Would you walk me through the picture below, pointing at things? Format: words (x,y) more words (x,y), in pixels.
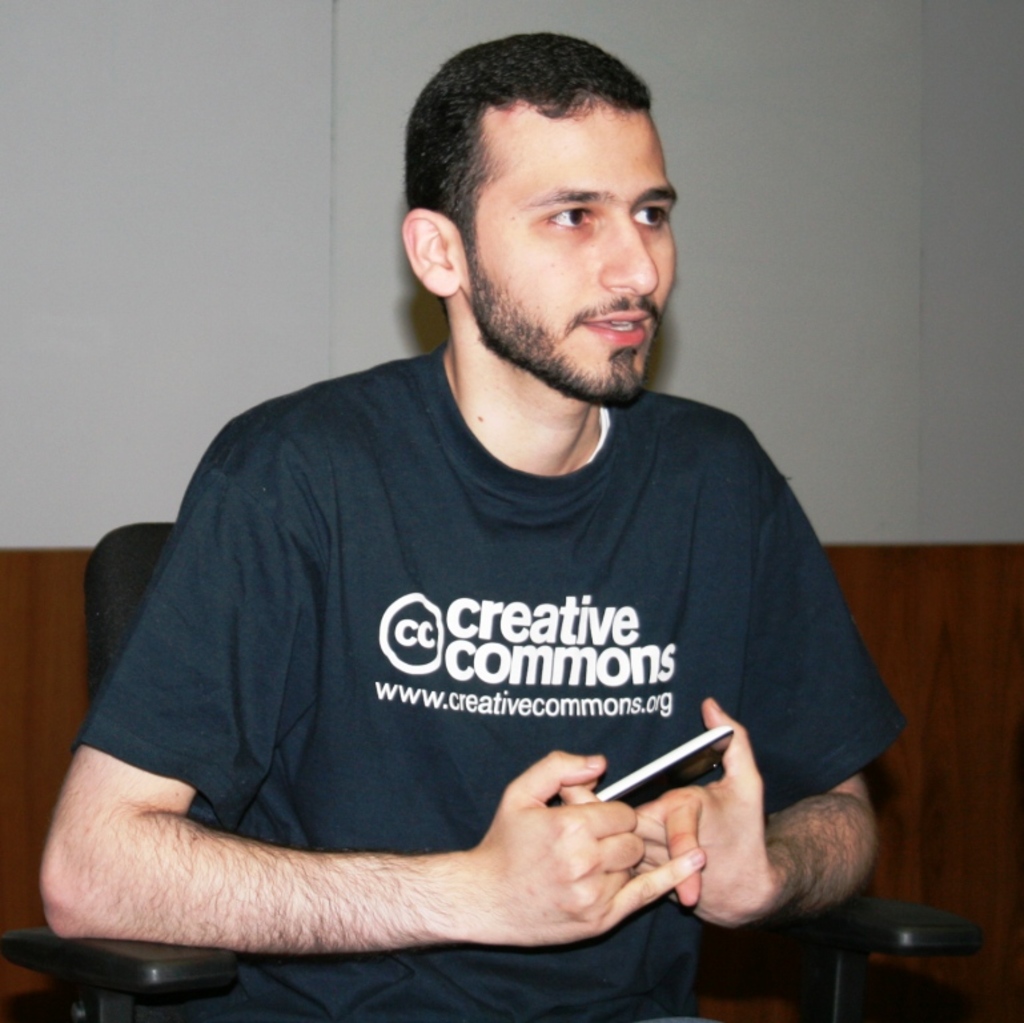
In this picture we can see man (548,622) holding phone (703,745) in his hand (605,765) and talking and in background (194,265) we can see wall (195,363).
